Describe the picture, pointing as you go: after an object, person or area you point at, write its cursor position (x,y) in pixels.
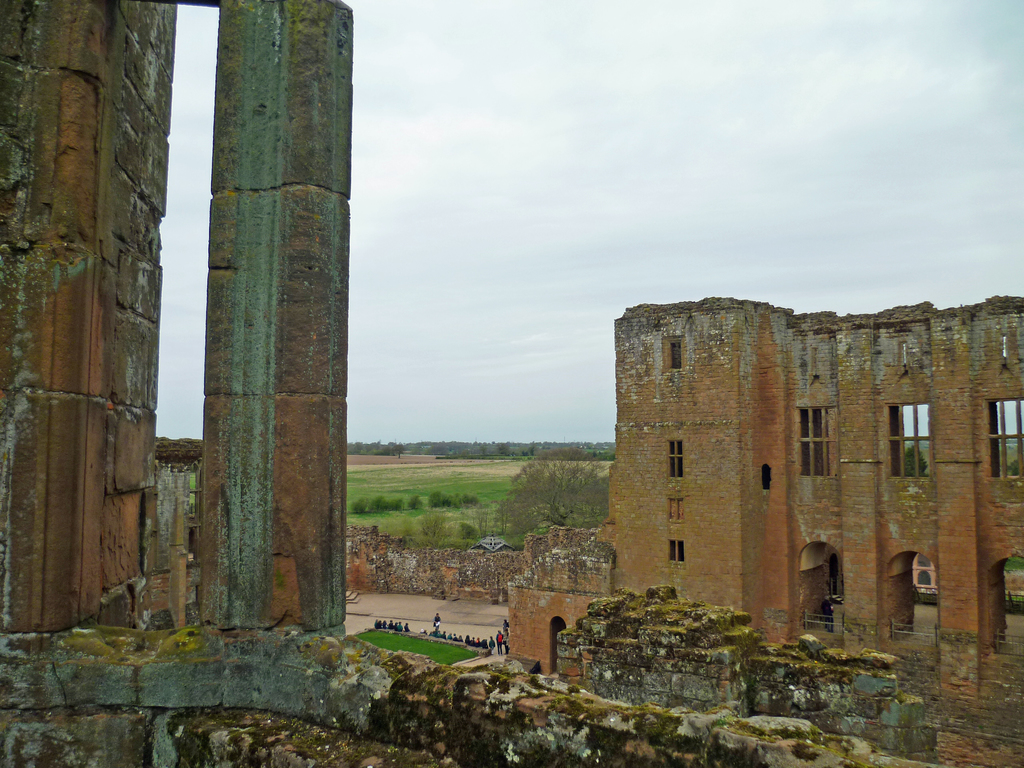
In this picture we can see buildings (953,591) with windows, grass (433,481), trees (594,507) and a group of people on the ground (436,599) and in the background (467,185) we can see the sky (653,173) with clouds (726,140).
